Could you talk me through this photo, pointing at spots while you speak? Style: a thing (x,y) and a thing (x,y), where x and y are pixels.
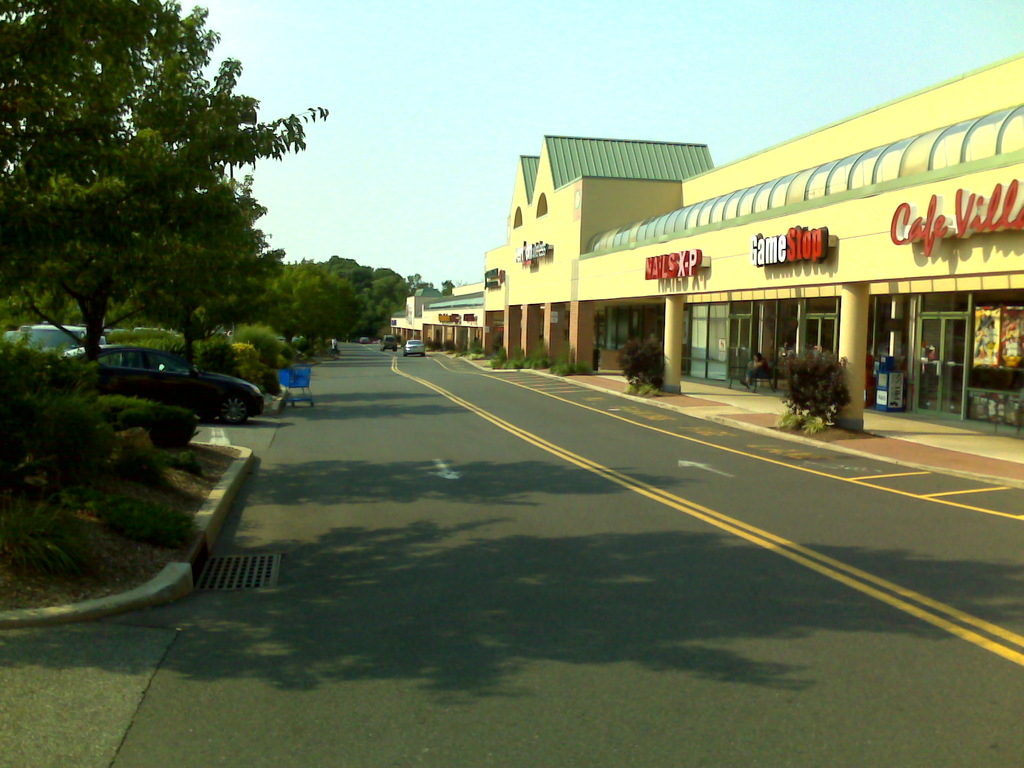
In the image in the center (635,288) we can see trees (42,116), plants (102,471), buildings (714,314), pillars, glass doors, banners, roof (810,174), wall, screen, dustbin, shopping cart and few vehicles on the road (448,461). In the background (498,118) we can see the sky (504,104).
